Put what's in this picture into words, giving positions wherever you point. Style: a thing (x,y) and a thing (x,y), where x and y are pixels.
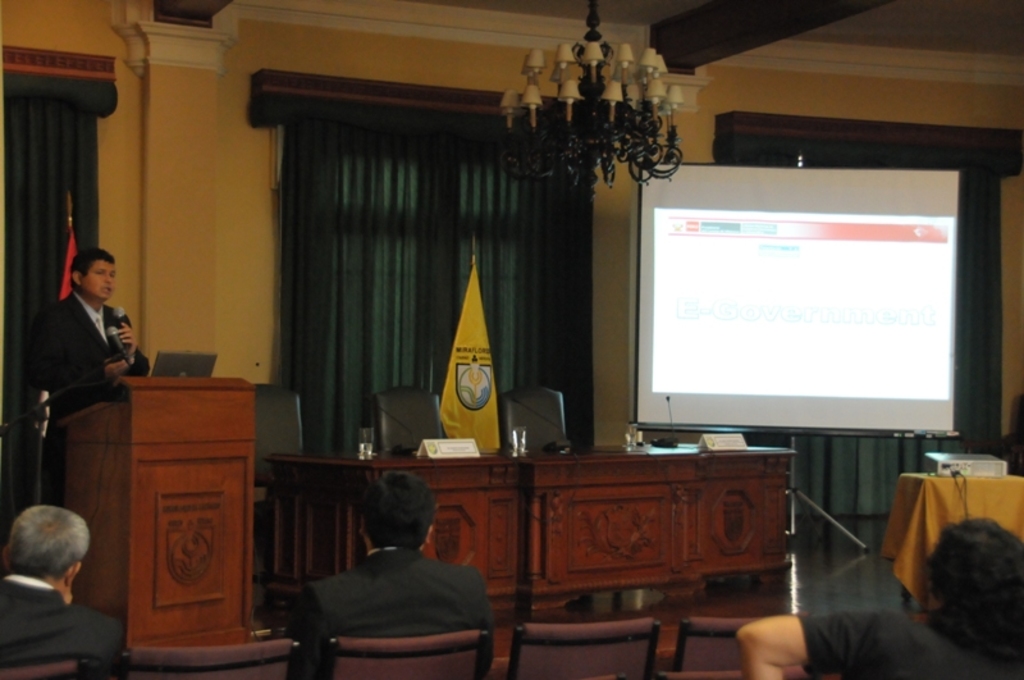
As we can see in the image there is a yellow color wall (239,238), curtain (382,242), screen (693,249), chandelier (658,141), three people (460,583) sitting on chairs (397,666), a table (512,508) and on table (457,475) there are glass (525,443) and name plates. The man (87,352) who is standing here is holding mic (123,320).
